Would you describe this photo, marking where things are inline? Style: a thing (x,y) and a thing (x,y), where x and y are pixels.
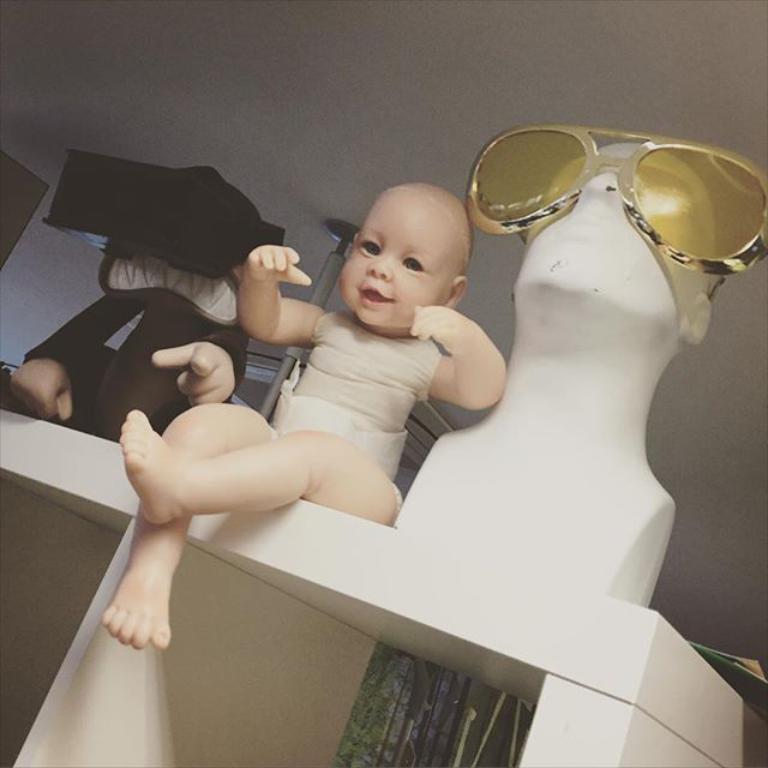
We can see toy (237,302), baby (326,381) and mannequin (601,291) with glasses (635,185) on the table (684,684). We can see wall (311,276) and rod (337,249).
